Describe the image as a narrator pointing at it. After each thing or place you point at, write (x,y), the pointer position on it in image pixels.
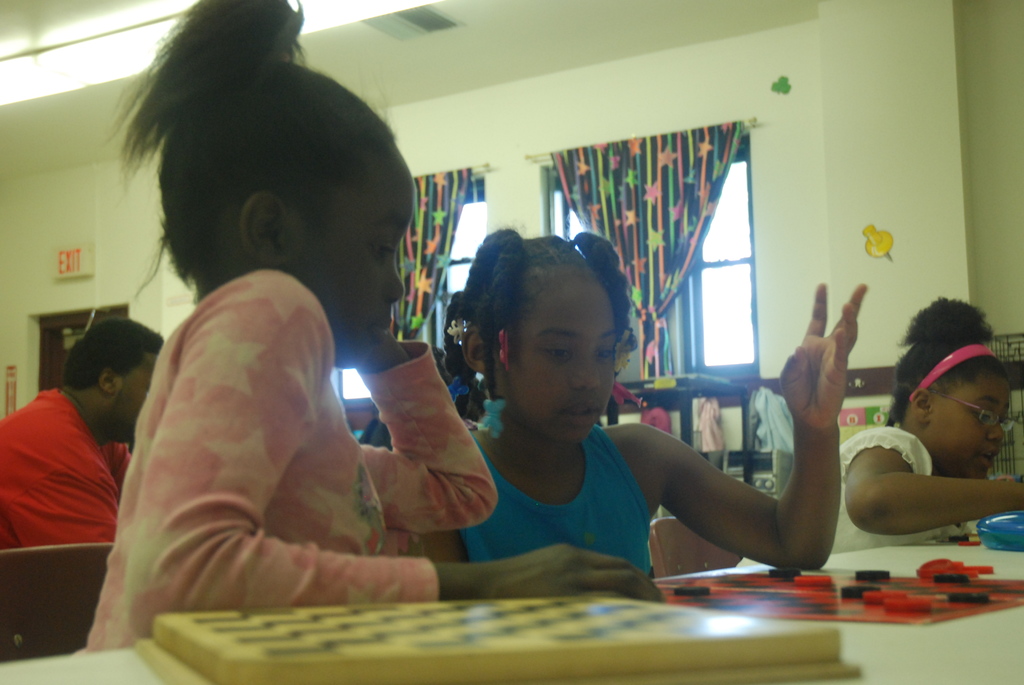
In this image In the middle (576,443) there is a girl (547,452) her hair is short. On the left (305,350) there is a girl (280,303) her hair (197,188) is short she wears pink dress (326,454). In front of them there is a table (930,650) on that there are coins (895,604). On the right (903,437) there is a girl (903,435) she wears white dress (861,441). In the background (32,367) there are some people (41,404), window (719,329), curtain (644,219) and wall (50,188).
